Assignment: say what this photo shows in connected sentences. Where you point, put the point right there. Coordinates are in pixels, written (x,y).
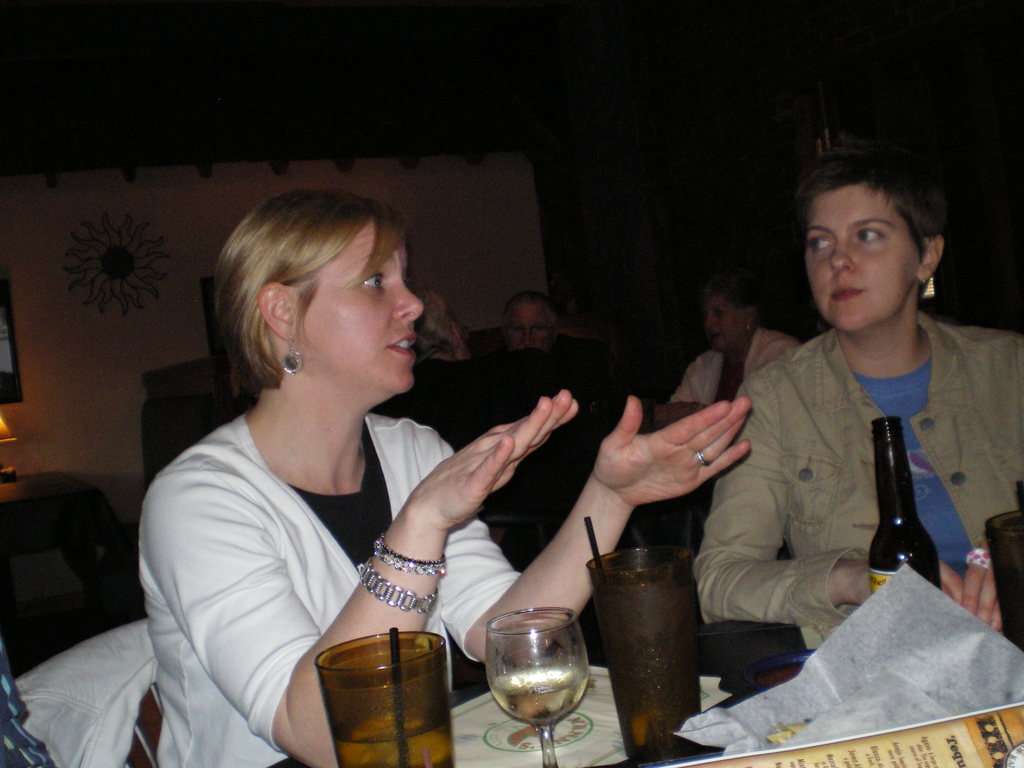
In the picture we can see two women (323,728) are sitting near the table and talking and on the table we can see some glasses (512,657) and beer bottle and near it we can see a tissue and menu card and behind the women (876,297) we can see some people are also sitting and talking and in the background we can see a wall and a part of the lamp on the table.
